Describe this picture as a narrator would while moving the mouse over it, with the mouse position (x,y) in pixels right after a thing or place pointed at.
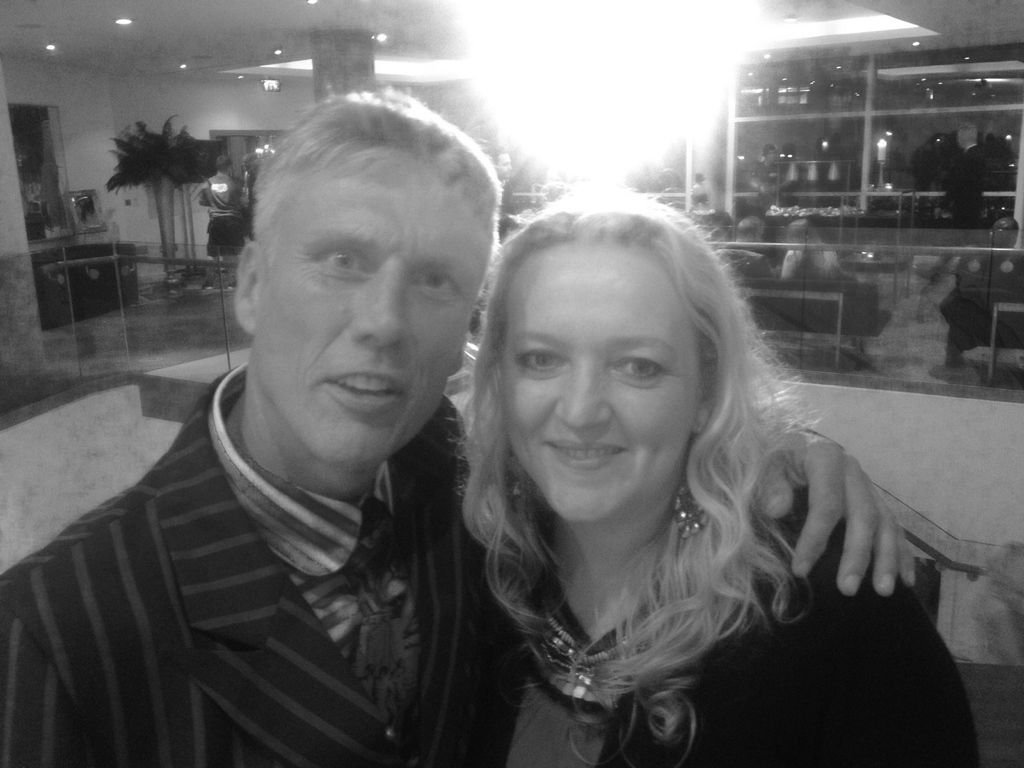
This picture is in black and white. In front of the picture, we see the man (302,566) in black jacket (133,603) is standing beside the woman (621,606) who is wearing a black jacket (782,666). She is smiling. Both of them are posing for the photo. Behind them, we see a table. In the background (802,190), we see a table (806,294) and behind that, we see a rack (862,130) in which glass bottles (793,168) are placed. On the left side (208,131), we see flower pots (125,181) and a wall (94,150) on which photo frame (29,191) is placed. This picture might be clicked in the restaurant (142,356).
